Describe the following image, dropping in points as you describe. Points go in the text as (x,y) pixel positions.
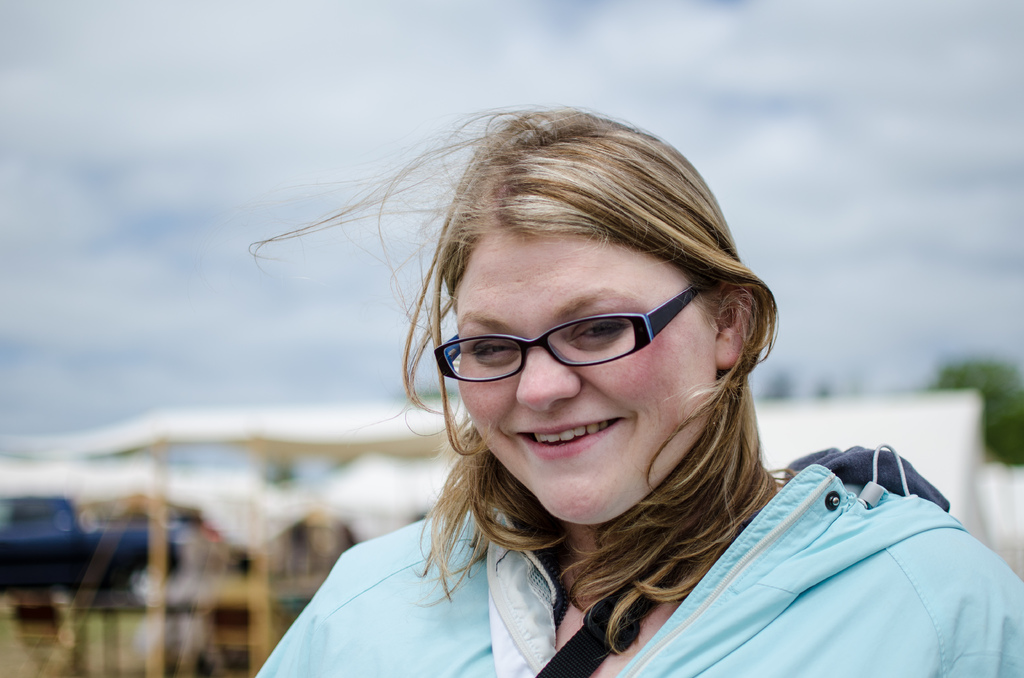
In this image I can see a woman (625,490) is smiling, she wore blue color coat (697,613) and black color spectacles (524,358). At the top (325,115) there is the cloudy sky (325,115).
